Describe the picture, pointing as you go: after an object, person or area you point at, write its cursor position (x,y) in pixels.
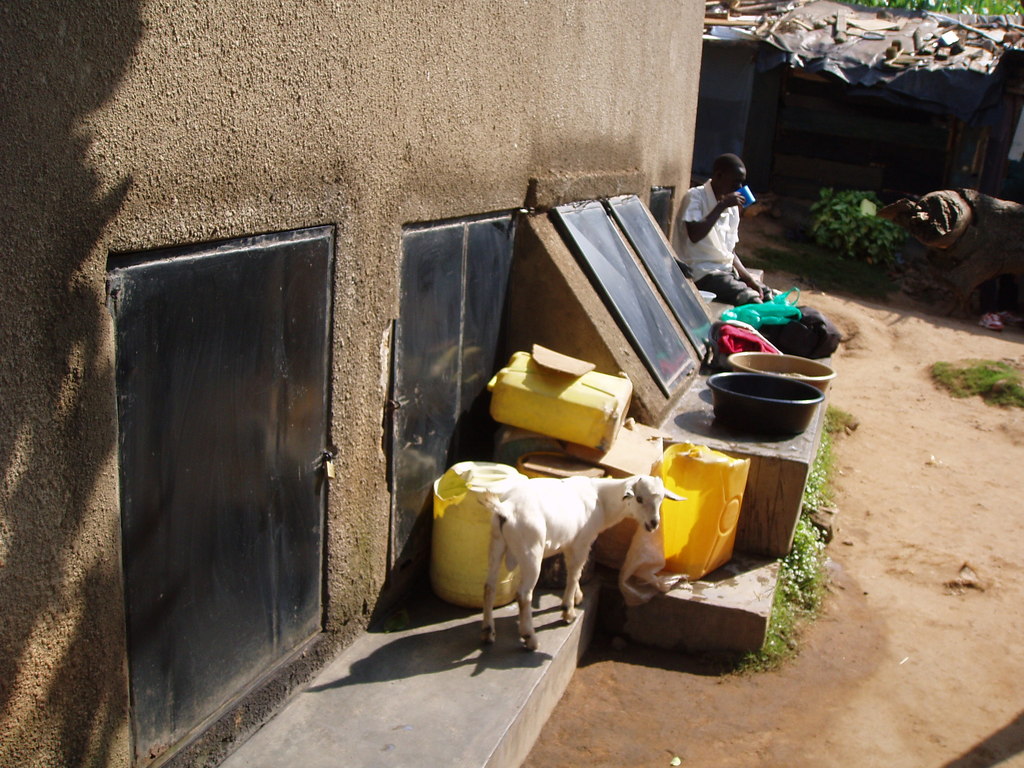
In this picture there is a person (737,240) sitting and holding the cup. There are baskets (784,420), cans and there is an animal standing and there are metal doors (310,325) on the wall (78,524). At the back (908,177) there are houses (765,92) and there are sticks (900,62) and stones (899,43) on the roof (949,55) of the house (916,73) and there are trees (864,1) and there is a tree trunk (957,210). At the bottom (786,596) there is mud (1007,433) and there are plants (821,490).
